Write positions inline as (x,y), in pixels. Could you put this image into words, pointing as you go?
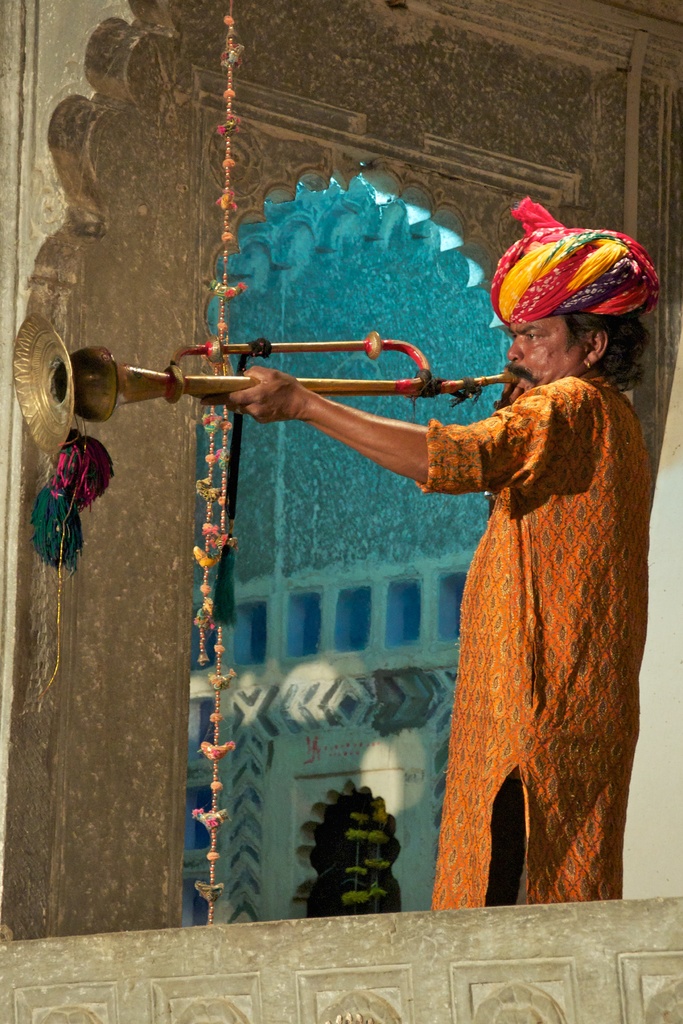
In this image there is a person (515,347) standing by holding trumpet (214,388) and at the back side (311,586) there is a wall (319,154).
